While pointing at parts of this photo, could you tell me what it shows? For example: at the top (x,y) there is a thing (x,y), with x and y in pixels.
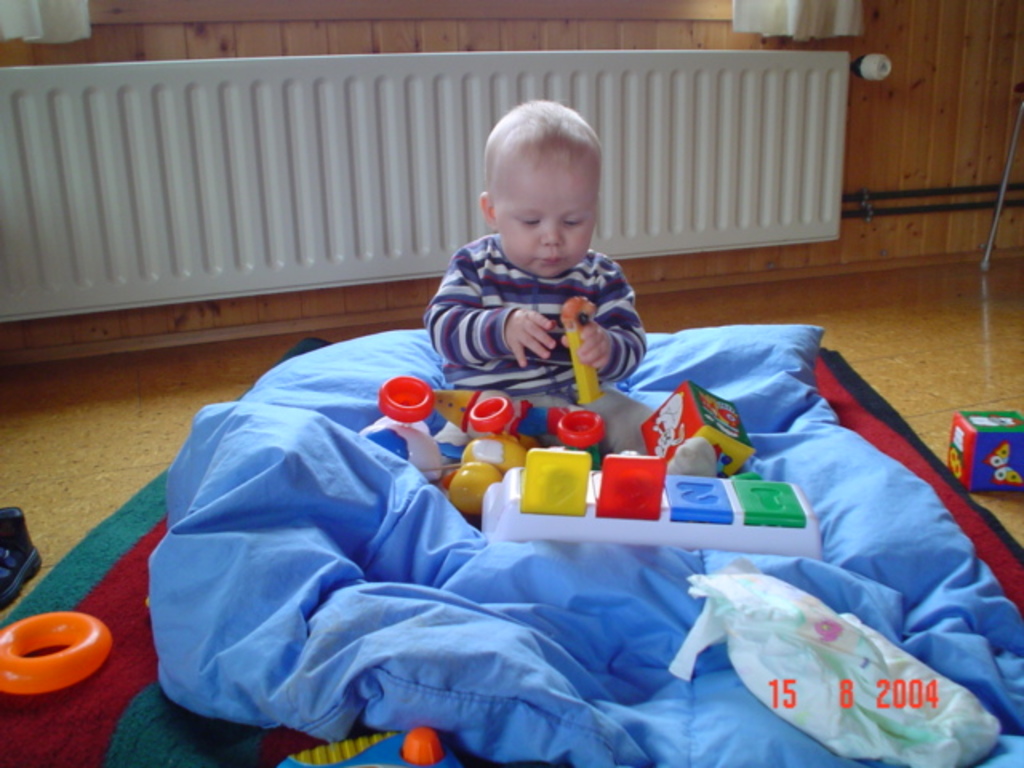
This picture is clicked inside the room (502,326). In the center (584,285) we can see a kid (513,273) wearing T-shirt (507,288), holding some toy (570,339) and sitting and we can see the toys (720,483) and some objects (920,644) are lying on the ground (152,529). In the background (942,46) we can see the wall (879,44), curtains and some other items (651,58).
